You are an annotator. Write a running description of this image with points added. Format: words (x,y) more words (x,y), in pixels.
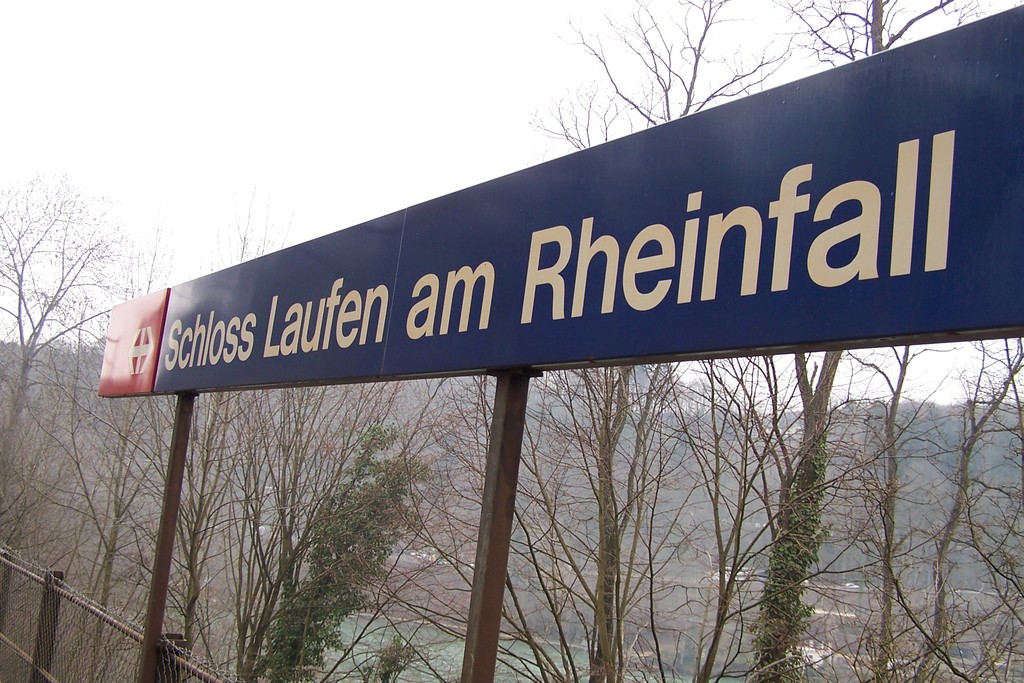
In this picture we can see a board (410,371) in the front (788,273), there is some text (830,239) on the board (473,292), in the background (968,489) there are some trees (661,512) and water (463,641), we can see the sky (332,102) at the top of the picture (315,81).
